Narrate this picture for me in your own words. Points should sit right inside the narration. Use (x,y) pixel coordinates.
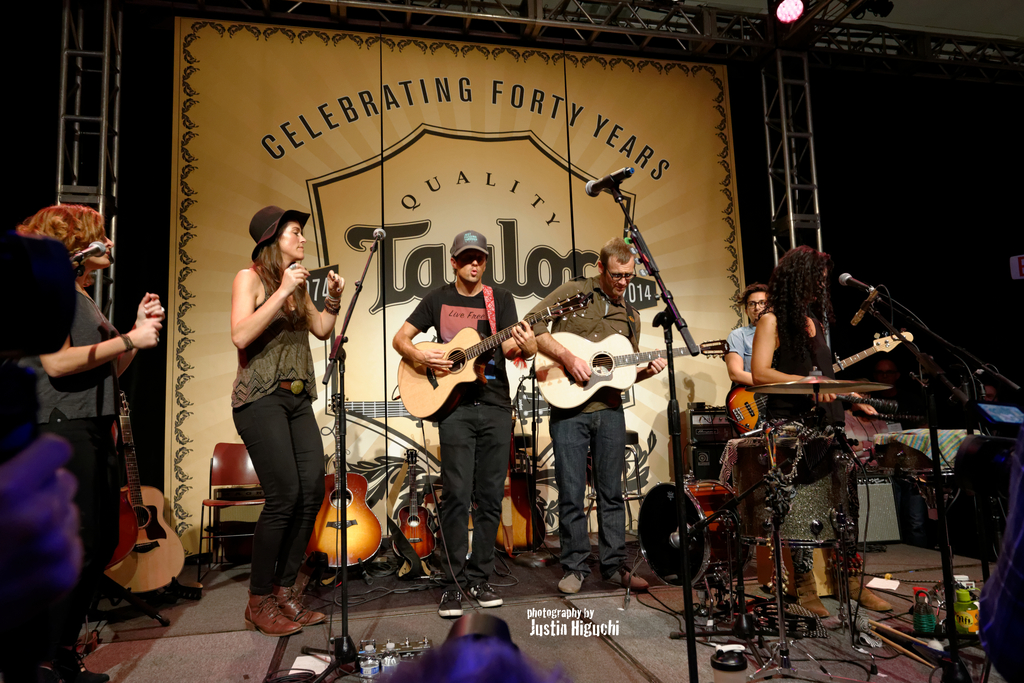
This picture is clicked in a musical concert. Here, we see many people (451,596) in this concert. Two men (563,416) are holding guitar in their hands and playing it. In the right corner of the picture (783,525), we see woman (846,503) playing drums (809,509) and woman (252,355) in green shirt (295,369) and black jeans (279,472) wearing black cap (271,225) is dancing. In front of them, we see microphone (344,575) and on background (292,152), we see a wallpaper (372,155) on which celebrating forty years is written on it.
